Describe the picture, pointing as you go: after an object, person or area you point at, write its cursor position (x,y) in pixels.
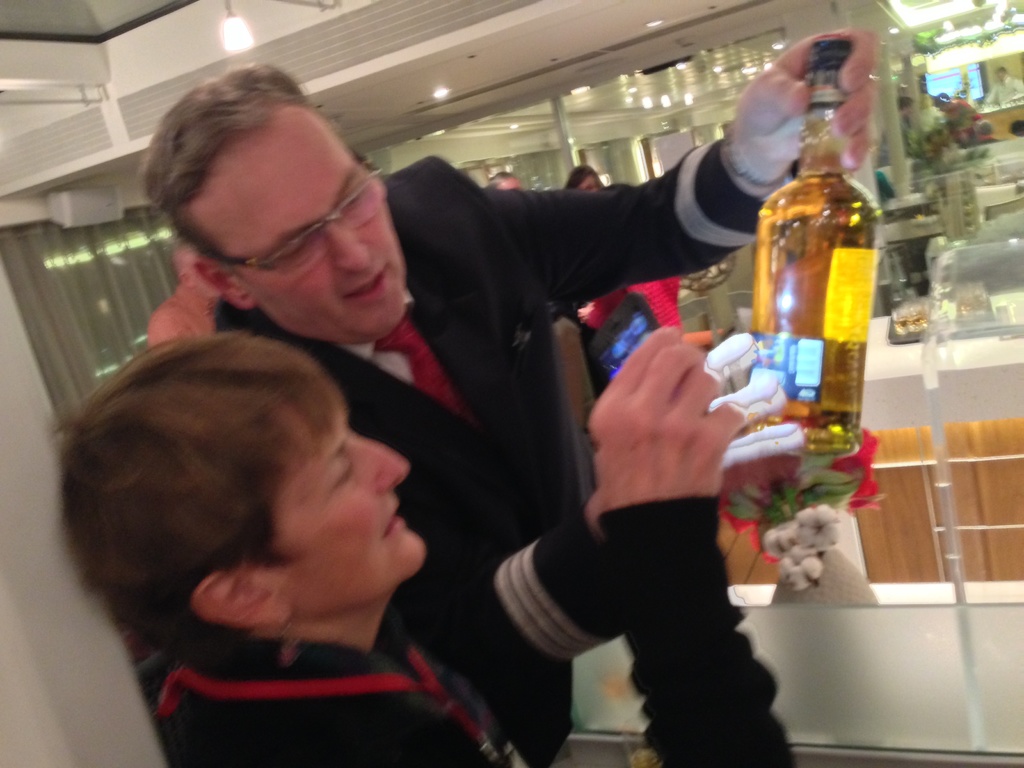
This Image consists of so many people (601,510), tables (975,389) and chairs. In the front (403,284) there are two people (640,394) who are holding a bottle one is women (324,445) and the other is man (455,309). There is a light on the top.
